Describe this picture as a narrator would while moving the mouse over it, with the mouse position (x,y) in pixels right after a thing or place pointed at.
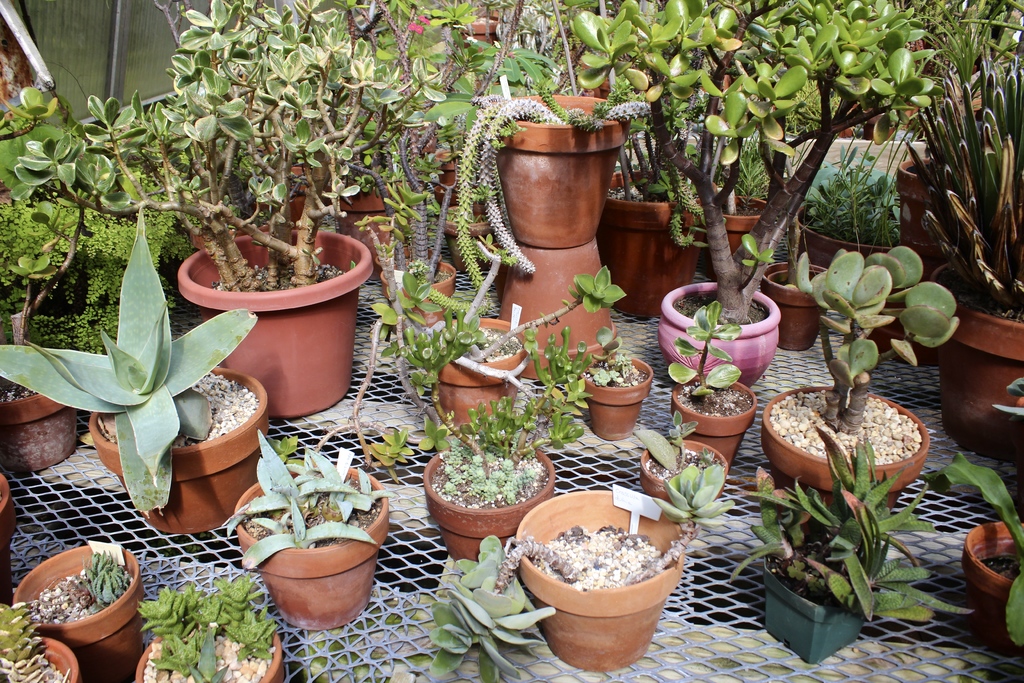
On this mesh (698,563) there are plants (317,527).
